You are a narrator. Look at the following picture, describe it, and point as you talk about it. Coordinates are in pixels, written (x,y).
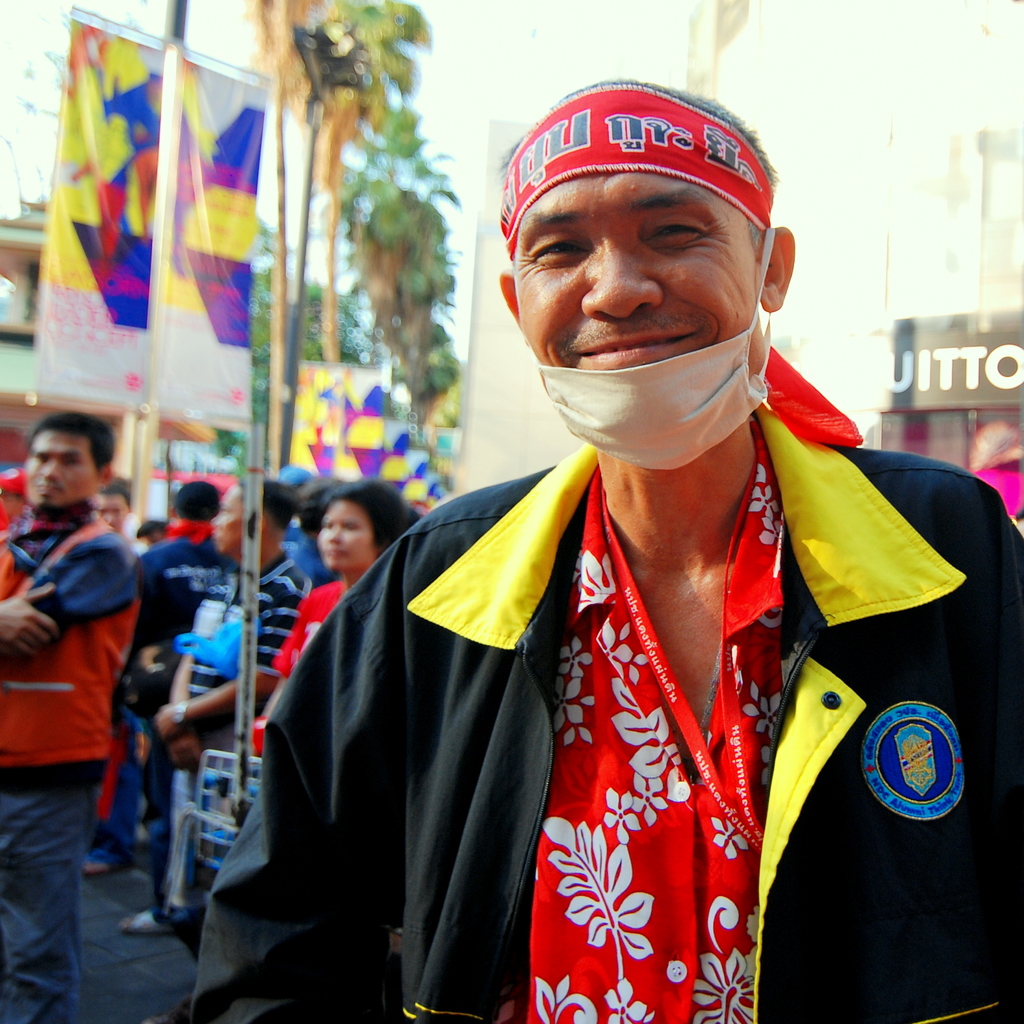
In this image, I can see a group of people (500,595) standing. There are trees (417,149), banners (170,295) and buildings (830,356).
